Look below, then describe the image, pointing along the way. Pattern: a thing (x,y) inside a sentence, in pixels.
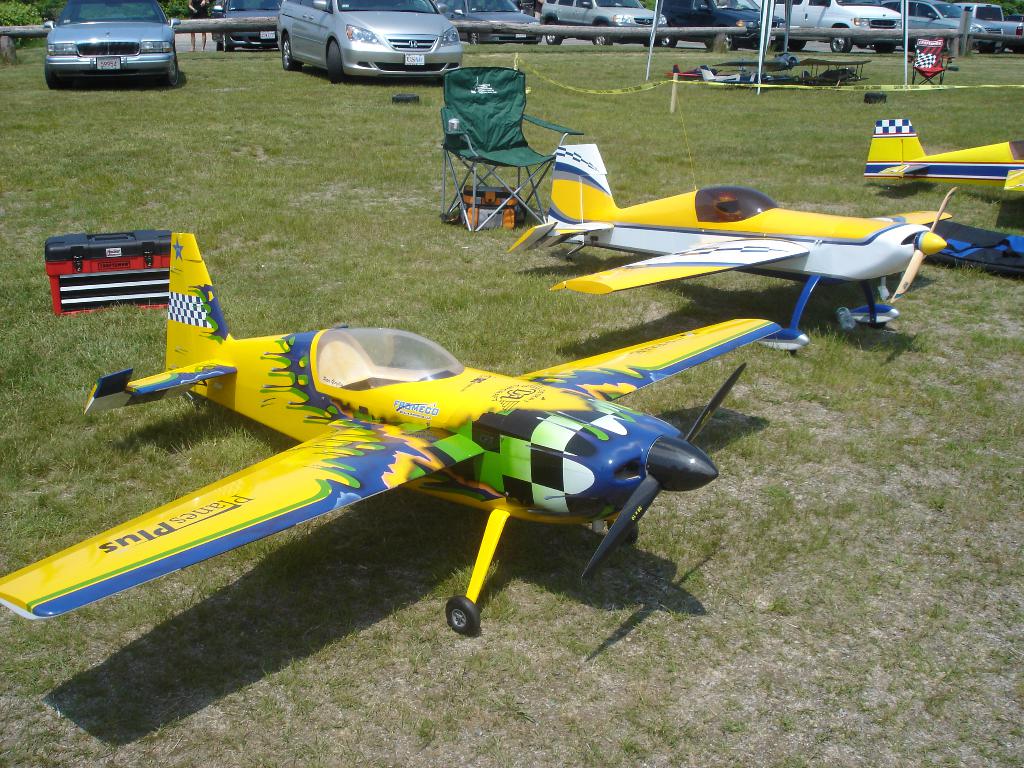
In this picture we can see few chairs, a box (135,278) and replica airplanes (400,452) on the grass (572,539), in the background (115,48) we can find few cars (433,25).
